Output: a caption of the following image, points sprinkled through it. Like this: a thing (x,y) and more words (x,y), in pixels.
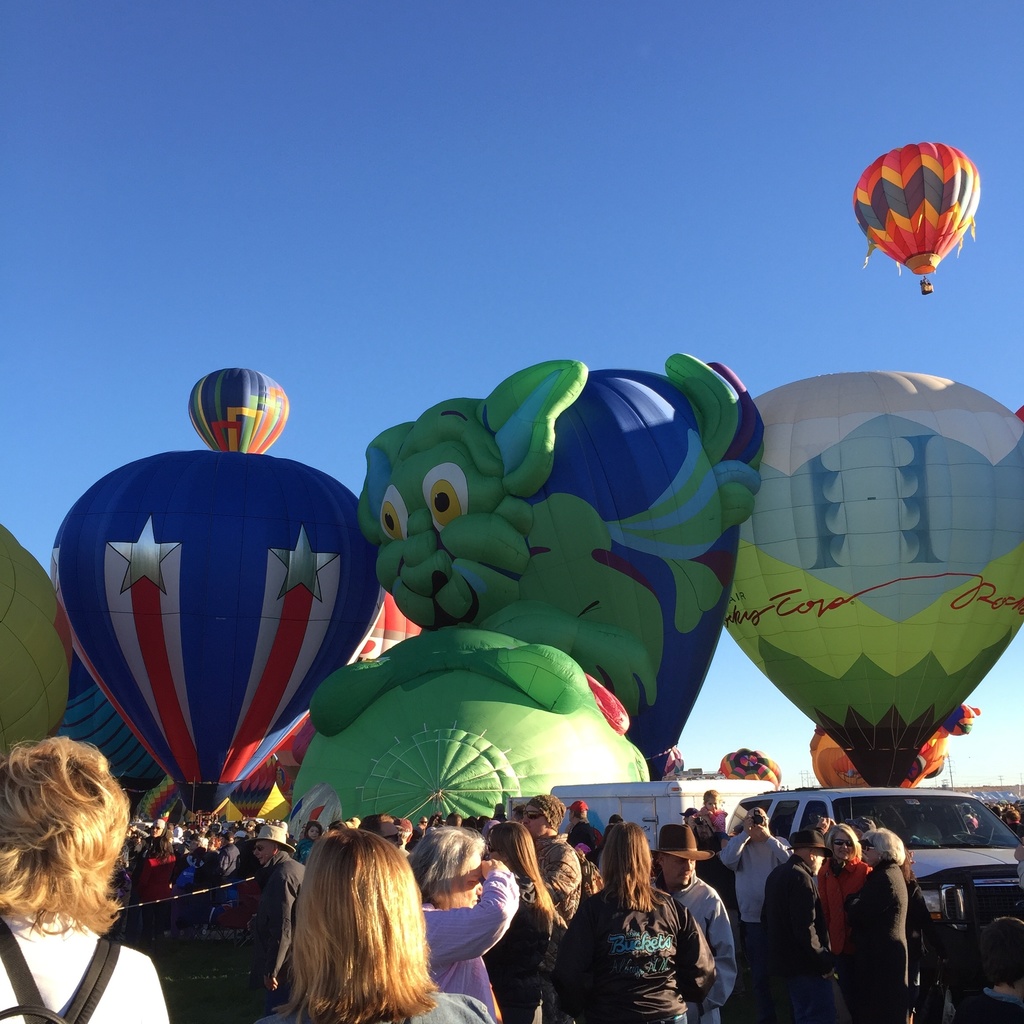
In this image at the bottom (632,918) there are some people (477,895) and there are some vehicles (882,801), in the background (568,624) there are some air balloons (565,573). On the top of the image (515,228) there is sky (600,297).
